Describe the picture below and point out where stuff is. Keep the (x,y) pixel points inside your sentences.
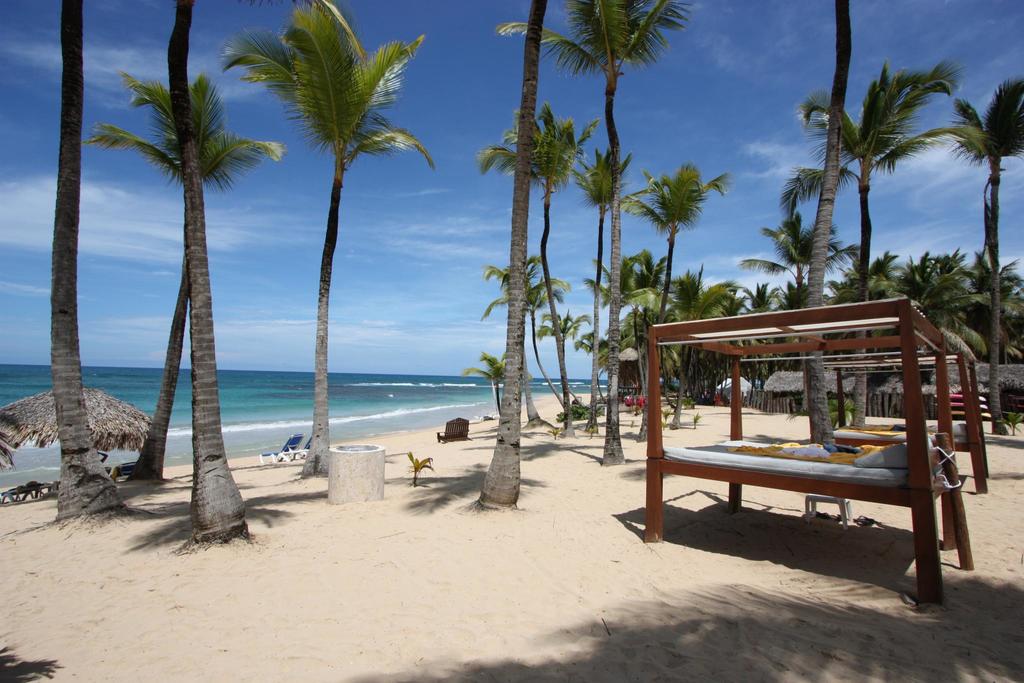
This picture is clicked outside the city. On the right corner (887,493) we can see the beds (801,481). In the center (646,415) we can see the trees (884,158), plants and many other objects (48,482) placed on the ground (256,513). In the background (401,224) there is a sky (391,236) and a water body (405,410).
